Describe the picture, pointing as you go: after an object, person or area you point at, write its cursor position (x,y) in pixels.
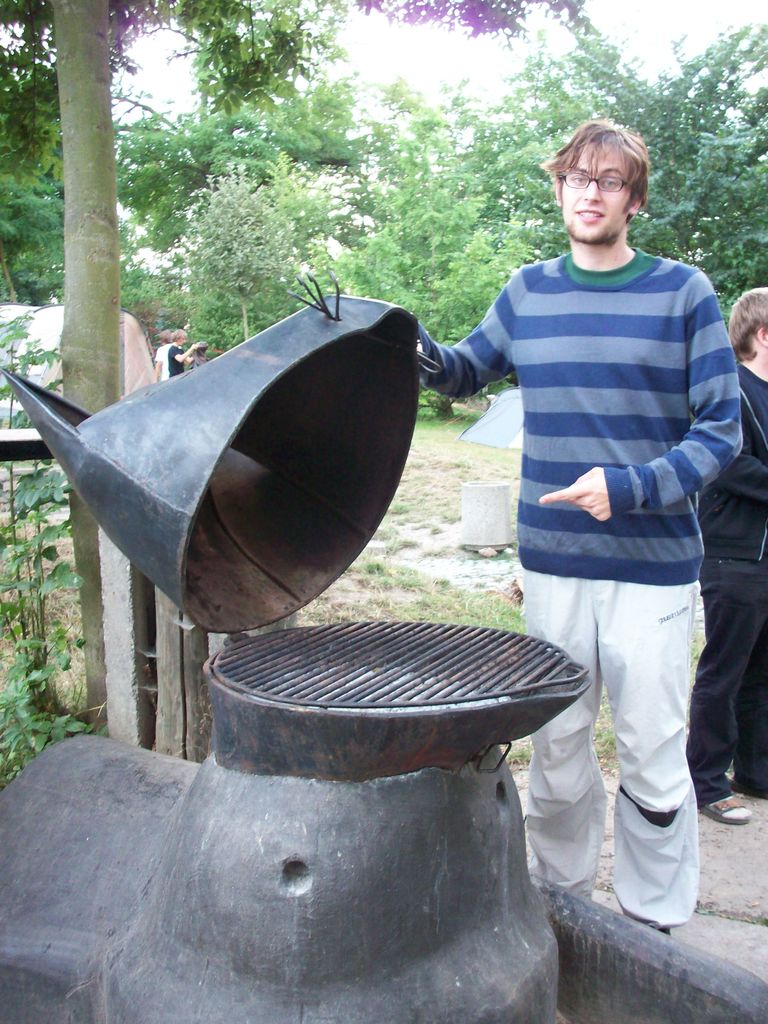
In this image, we can see a man (613,473) standing and he is holding an object (219,613), on the right side (749,530), we can see a person (749,478) standing behind the man (734,442), we can see some trees (217,104) in the background (299,173).
